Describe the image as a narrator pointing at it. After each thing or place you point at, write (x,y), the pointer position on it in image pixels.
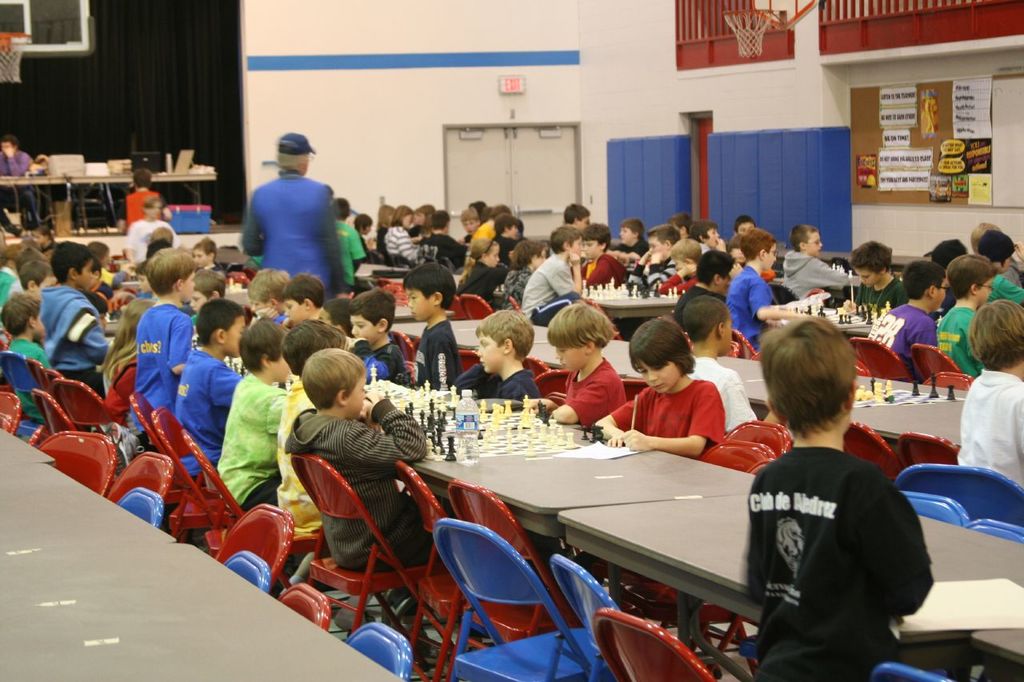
In this image we can see children (487,337) sitting on the chairs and tables (539,474) are placed in front of them. On the tables (509,461) there are chess boards (485,446), chess coins (432,429), disposable bottles (472,444) and papers (607,447). In the background (543,195) there are sign boards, desktops (146,167), tables (85,185), doors (498,152) and some charts (884,162) pasted on the wall (483,111).
